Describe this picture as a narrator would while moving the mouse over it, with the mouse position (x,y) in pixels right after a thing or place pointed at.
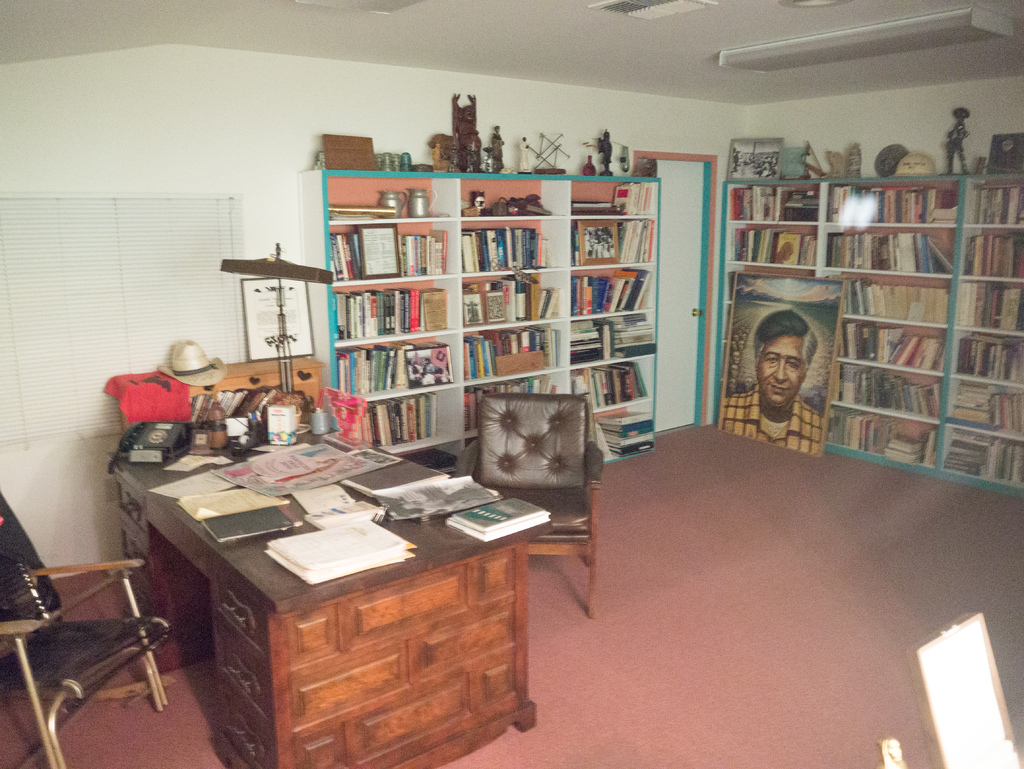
In this picture we can see two chairs (510,495) and a table (191,570), there are some books (276,515), a telephone (151,436) and papers (248,475) present on this table (518,715), in the background (837,276) we can see racks (902,466), there are some books (493,343) present on these racks (908,275), we can also see a photo frame (793,323), there is a picture (788,370) of a man (788,369) in the frame (787,367), on the left side (174,246) there is a window blind (164,254), there is the ceiling (508,26) at the top of the picture (508,26), we can also see other things (959,142) in the background (458,159), on the left side (198,355) there is a hat (213,365).
